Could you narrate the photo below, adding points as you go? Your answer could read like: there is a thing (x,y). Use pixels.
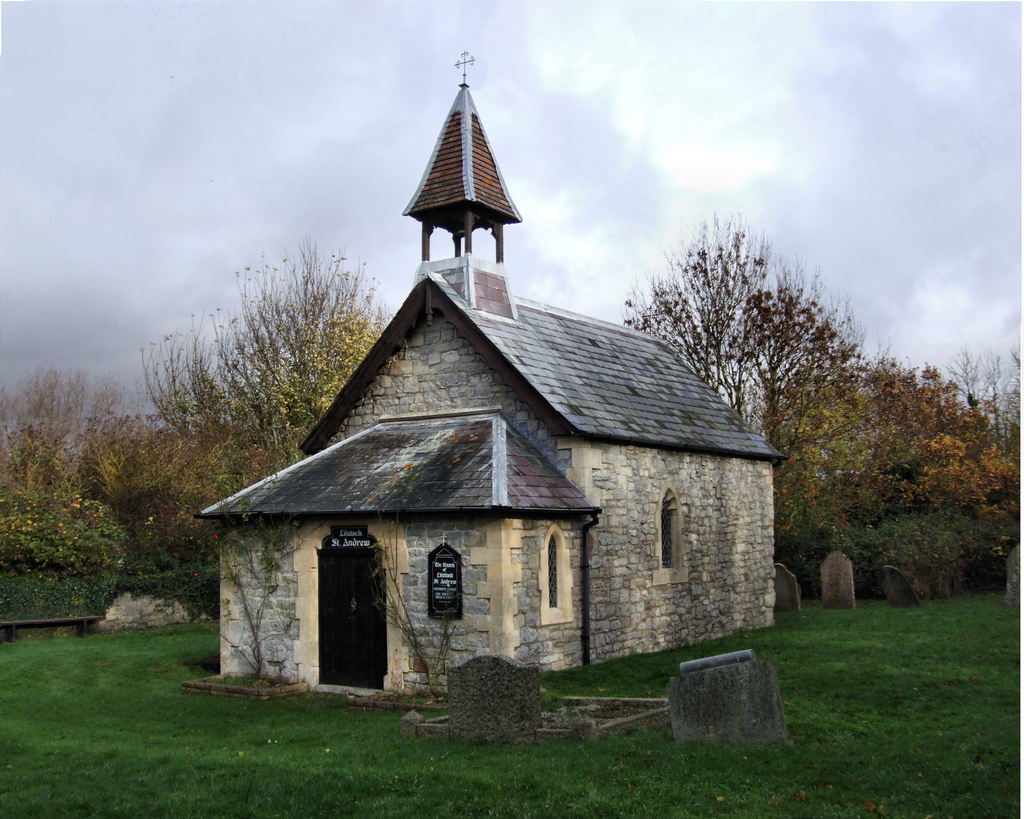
In this picture we can see a house (470,402), and also we can find grass (915,625) and trees (740,338).
